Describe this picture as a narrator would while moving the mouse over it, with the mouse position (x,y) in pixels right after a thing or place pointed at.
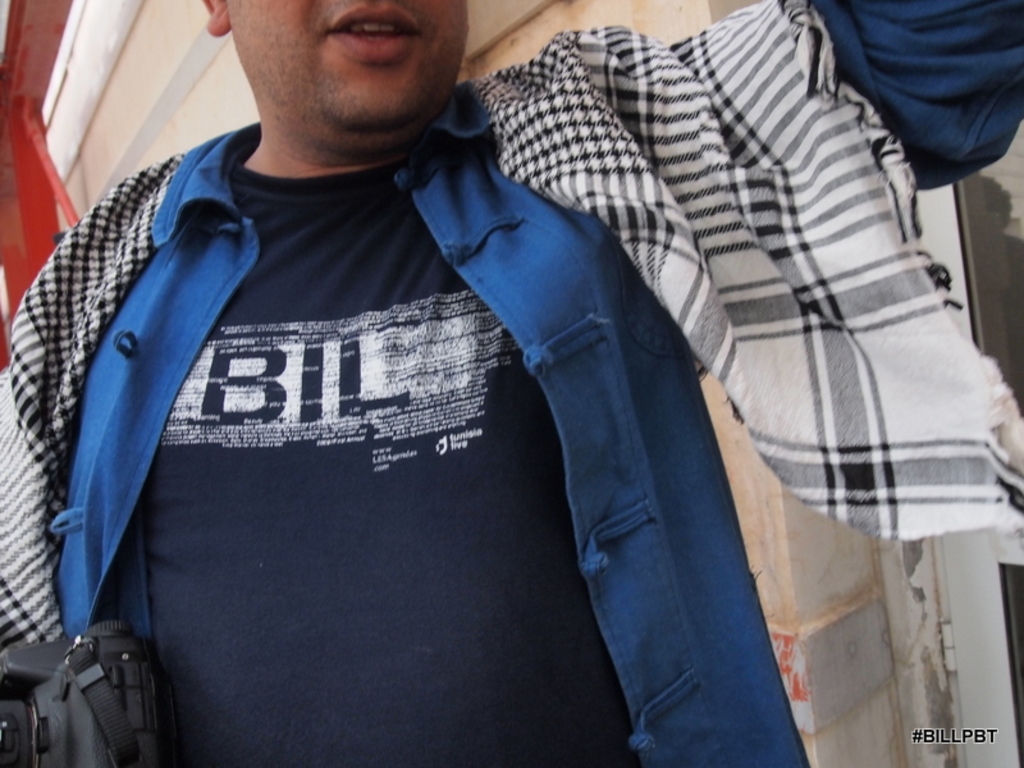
In the image there is a man (281,583), he is holding a camera (83,635) his face (308,28) is partially visible and behind the man (605,349) there is a wall (830,685).
